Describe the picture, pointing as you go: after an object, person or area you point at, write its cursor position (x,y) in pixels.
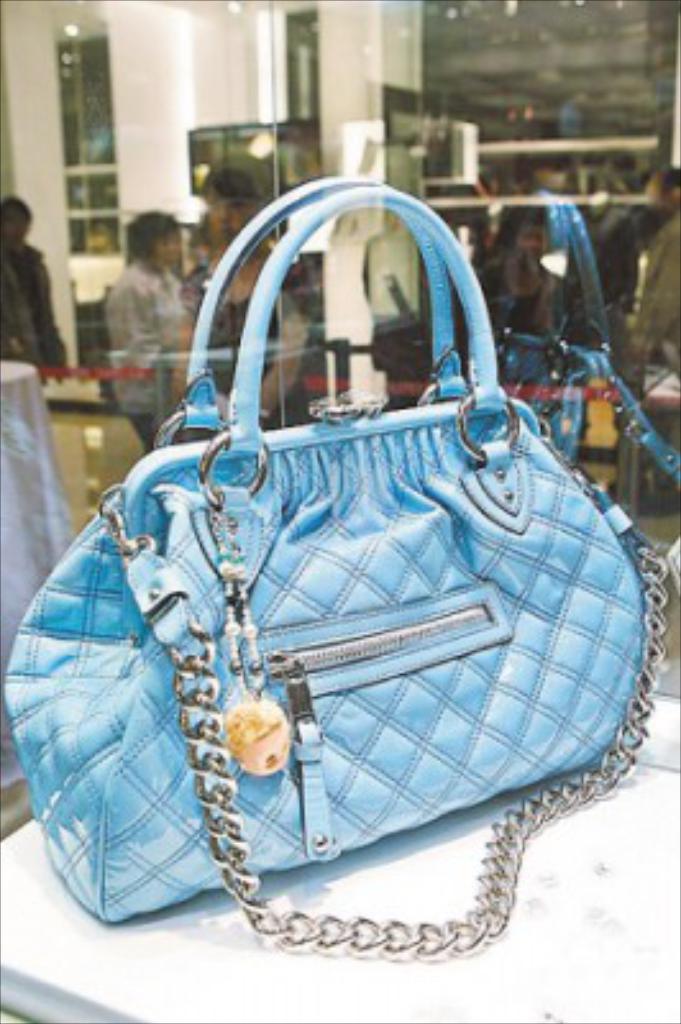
In this picture we can see a bag (300,668) on the table (205,989) and couple of people (178,340).
